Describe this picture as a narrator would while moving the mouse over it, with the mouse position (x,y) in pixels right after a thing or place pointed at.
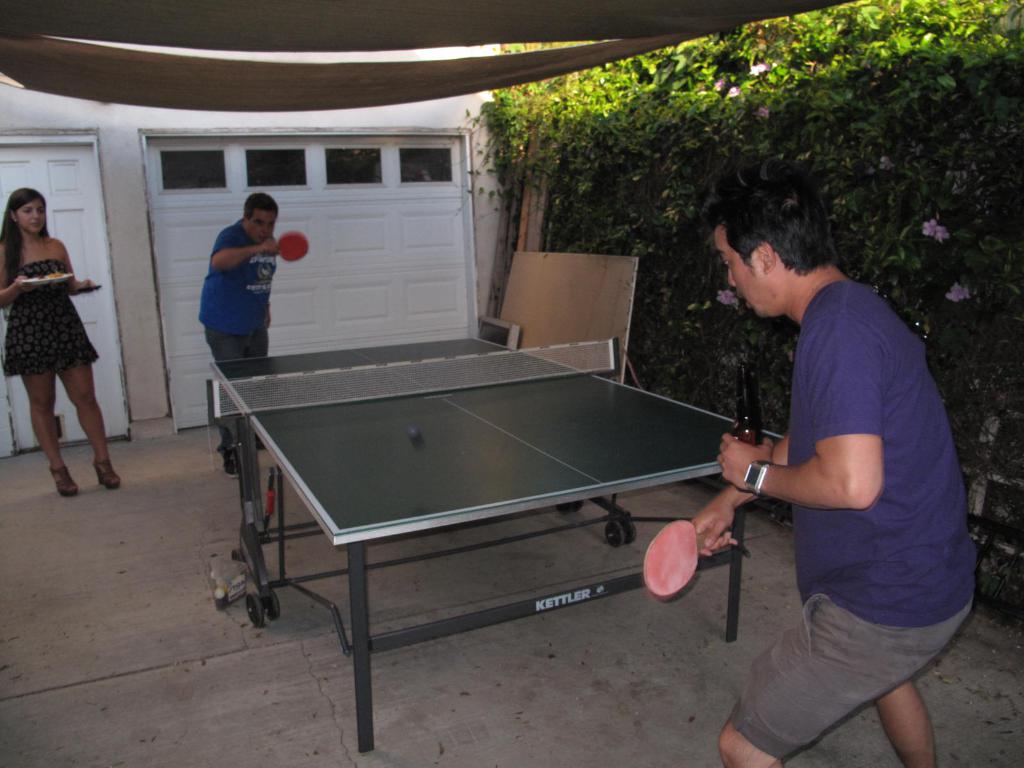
In this picture we can see two persons (852,408) who are playing table tennis. Here we can see a woman (25,374) who is standing on the floor (115,590). This is door (83,195) and these are the plants (823,139). Here we can see some flowers (924,227) and this is floor (237,673).
